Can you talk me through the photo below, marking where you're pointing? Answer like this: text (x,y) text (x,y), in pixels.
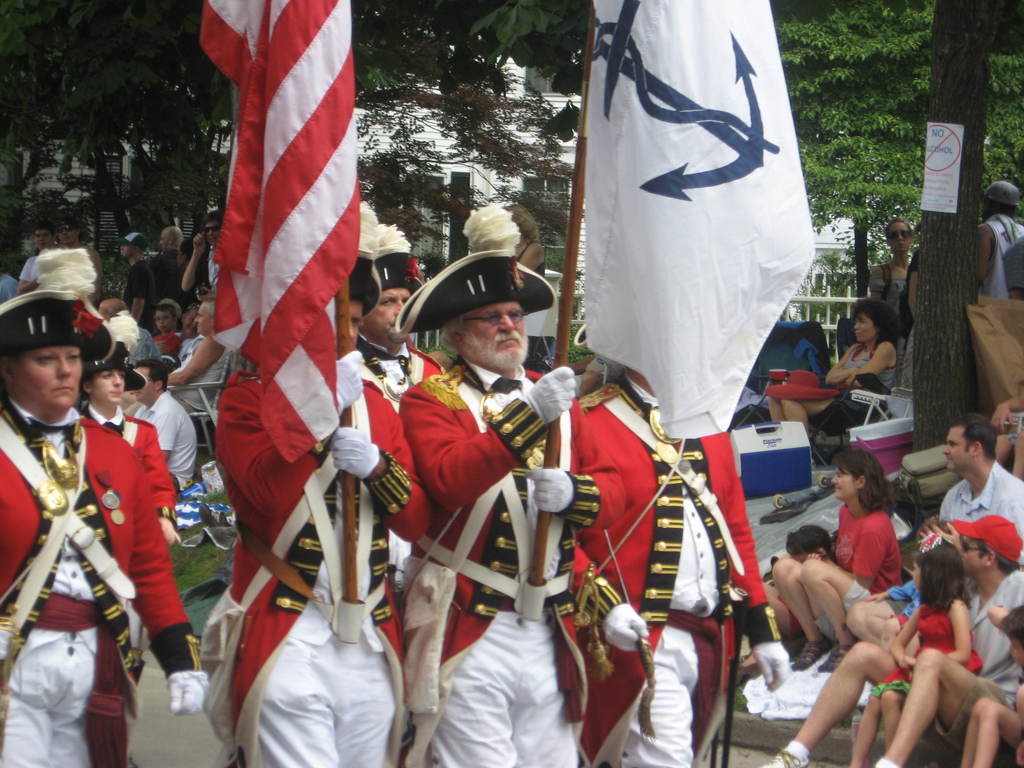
In this image we can see some people (431,359) holding flags (776,40) in their hands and we can also see some people (830,376) sitting, trees (946,94) and poster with some text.
